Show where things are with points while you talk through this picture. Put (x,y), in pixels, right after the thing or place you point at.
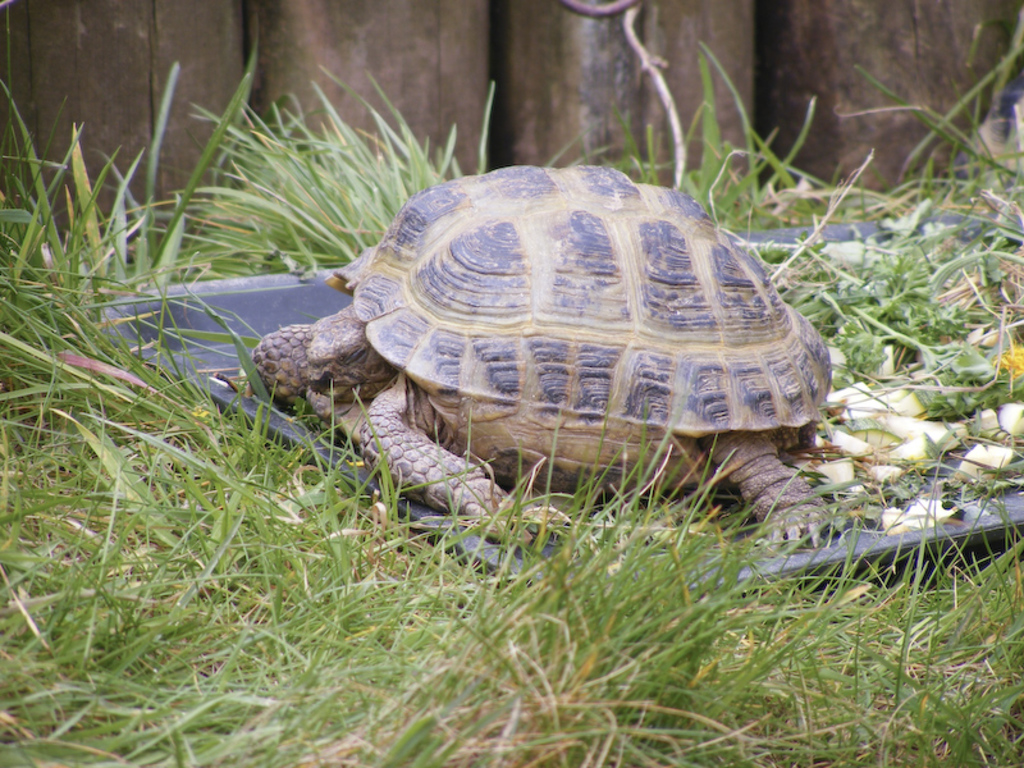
In this image I can see in the middle (411,300) it is a tortoise (597,352), at the bottom (456,674) there is the grass (455,607).
